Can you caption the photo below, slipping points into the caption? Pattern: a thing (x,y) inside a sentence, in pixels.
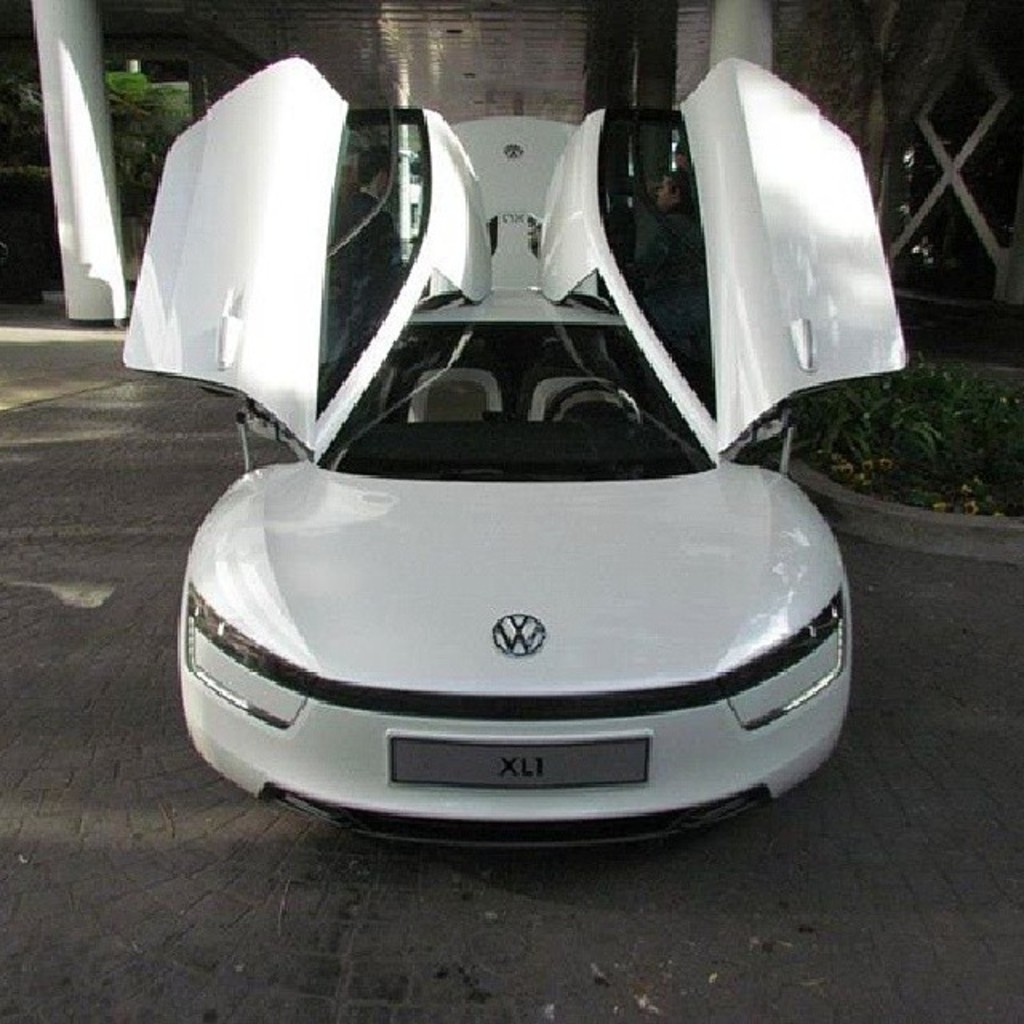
In the center of the image (504,580) we can see one white car (565,667) on the road (562,874). In the background (937,103), we can see one building (594,67), pillars (67,79), trees (5,137), grass (937,451) and a few other objects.
